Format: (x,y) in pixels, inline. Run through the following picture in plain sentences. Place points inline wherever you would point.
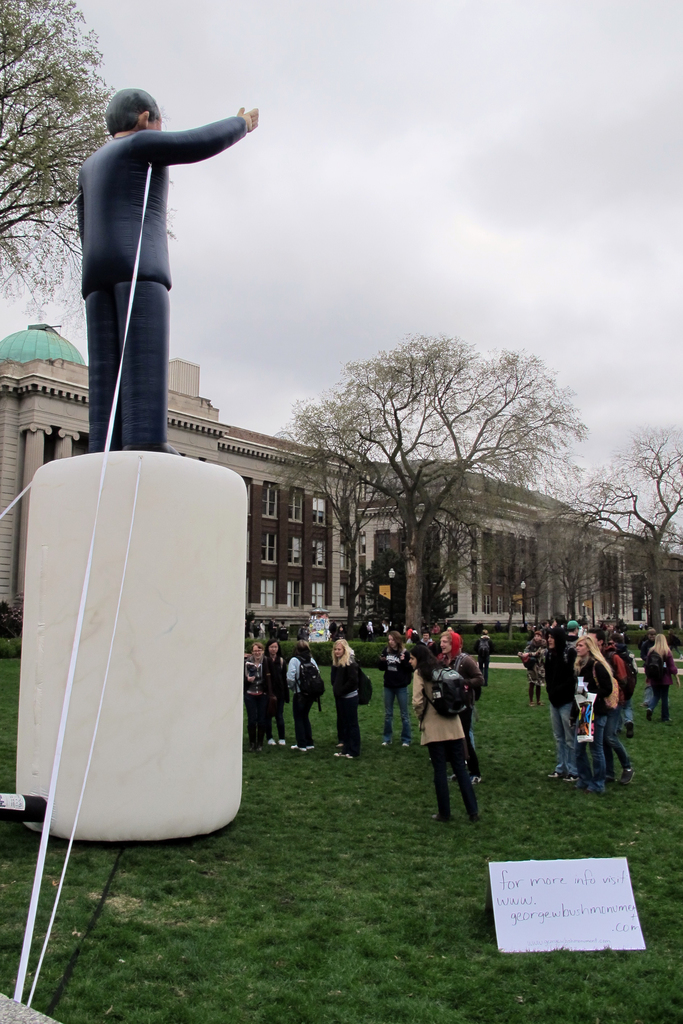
In the center of the picture (247,635) there are people (429,726), many of them are wearing bags (299,679). On the right (543,908) there is a board (553,885). On the left (100,440) there is a balloon toy (113,523). On the foreground (406,897) there is grass (325,1014). In the background (476,495) there are trees (30,84) and building (45,378). Sky (260,28) is cloudy.
